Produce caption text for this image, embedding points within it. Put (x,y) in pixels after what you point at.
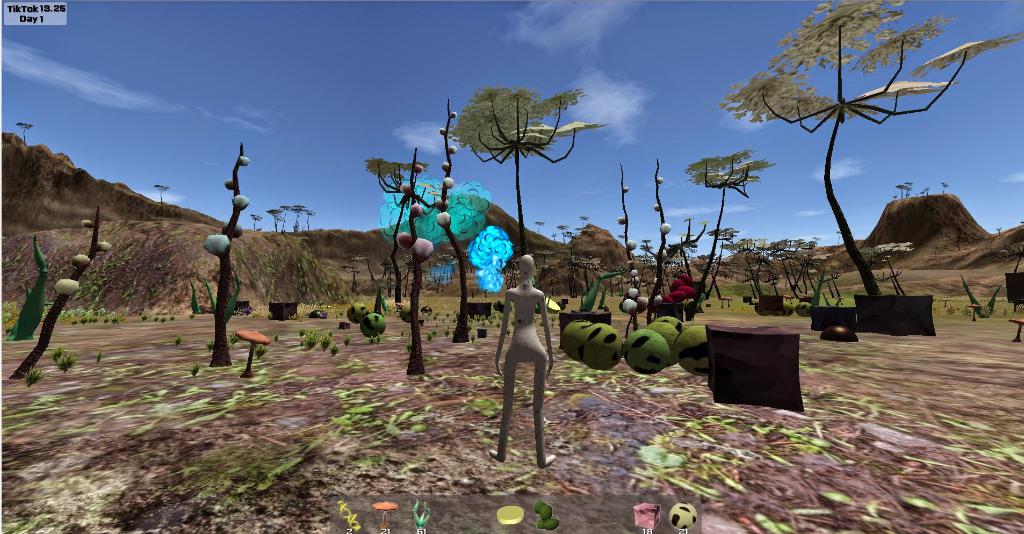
In this animated picture there are few trees (416,245), balls (608,341), plants (338,339) and few objects (729,398) are on the land (833,479). There is a statue (506,430) on the land (537,481). There are few hills (950,258). Top of the image (483,62) there is sky (626,111).
